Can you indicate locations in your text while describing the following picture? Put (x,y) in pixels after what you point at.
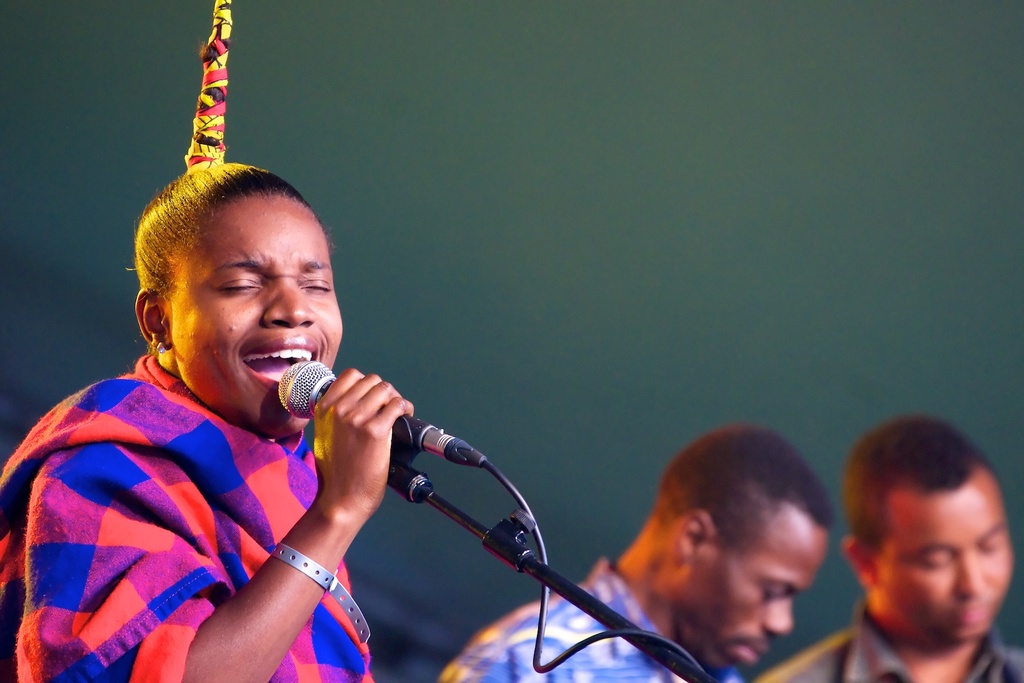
In this picture there is a person (207,66) holding the microphone (416,430) and singing and there are two persons (739,568). At the back (743,256) there is a green color background (662,143).
